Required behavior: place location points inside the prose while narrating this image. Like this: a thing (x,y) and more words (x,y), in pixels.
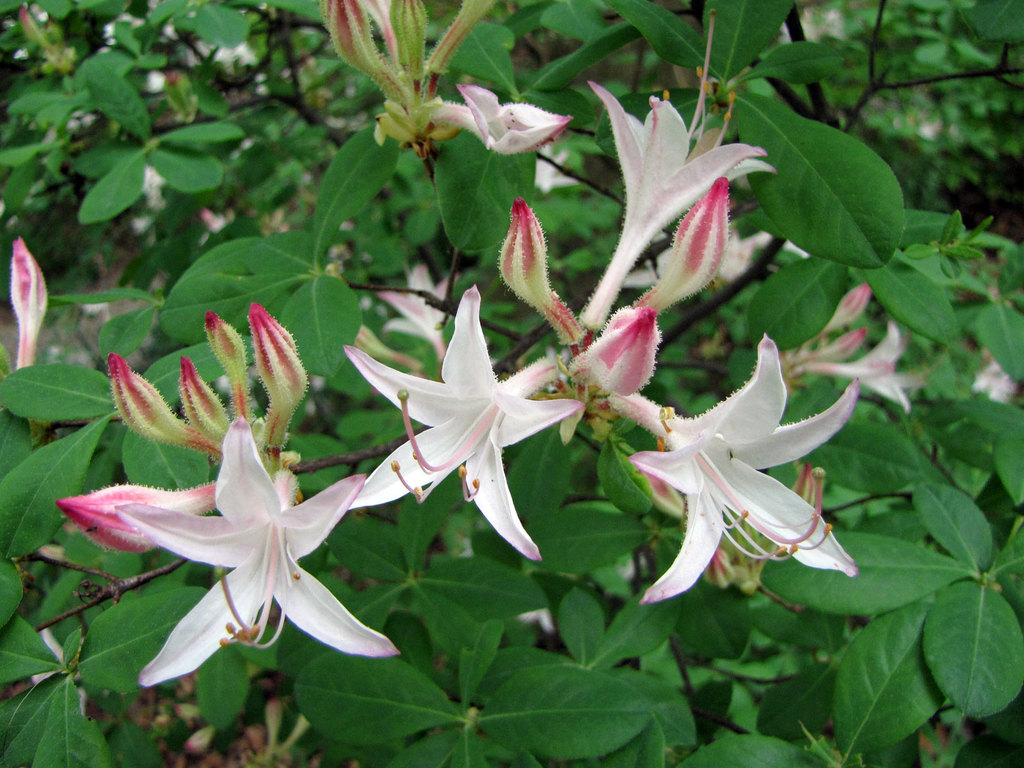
This picture is clicked outside. In the center (374,490) we can see the flowers (400,460) and the buds (656,290) and we can see the green leaves (438,495) of the plants (527,159). In the background (935,173) we can see the plants (936,168).
